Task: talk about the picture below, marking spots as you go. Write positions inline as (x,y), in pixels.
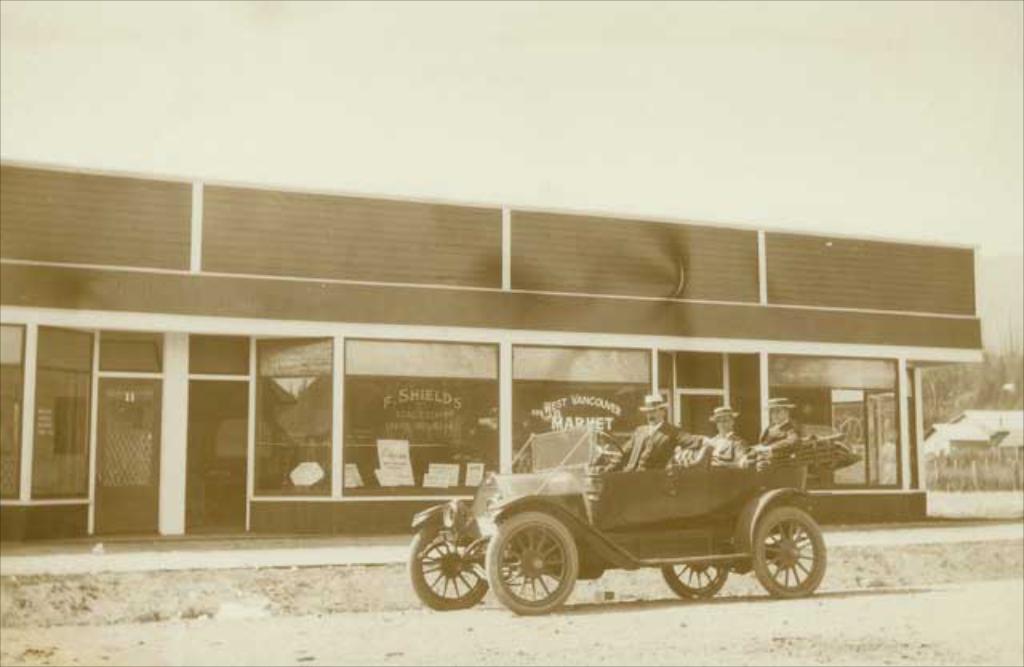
In this image there are three persons (641,442) sitting on the car (598,464), and at the background (843,483) there are buildings (888,478), plants (967,479), trees (992,396), sky (986,337).
